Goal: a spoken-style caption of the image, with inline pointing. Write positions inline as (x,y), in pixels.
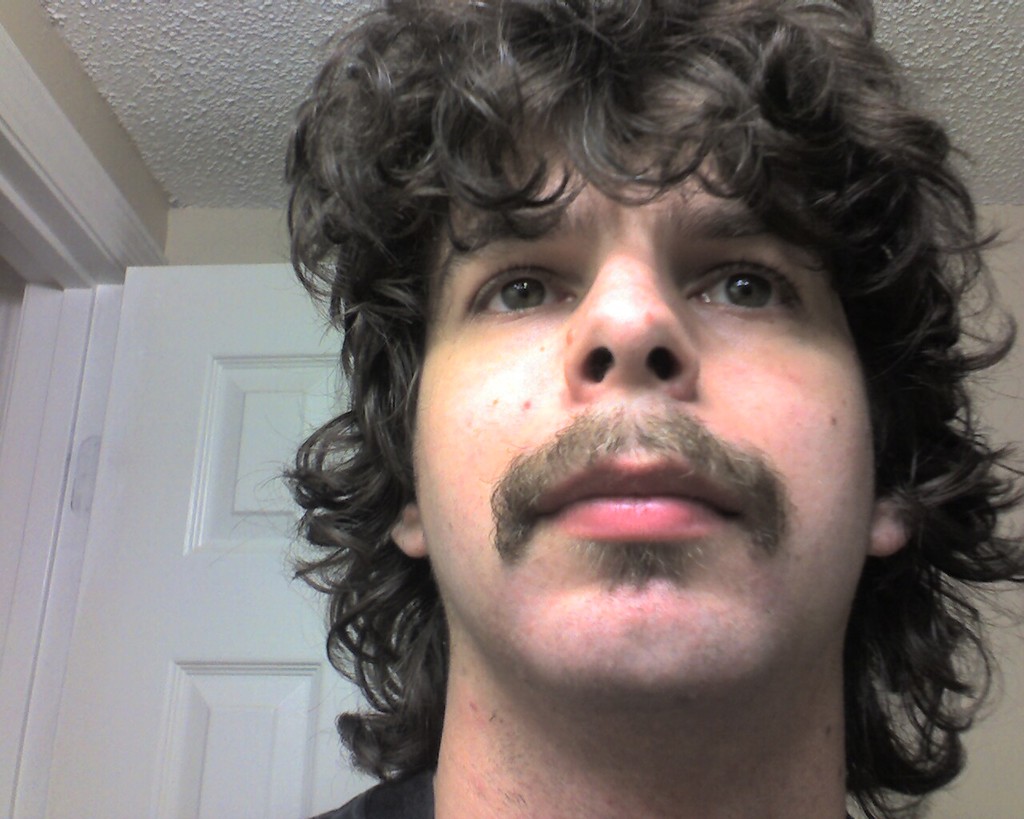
In this image I can see a person's head (498,563). On the left side (196,476) there is a door (158,363). In the background (208,234), I can see the wall (229,238).
